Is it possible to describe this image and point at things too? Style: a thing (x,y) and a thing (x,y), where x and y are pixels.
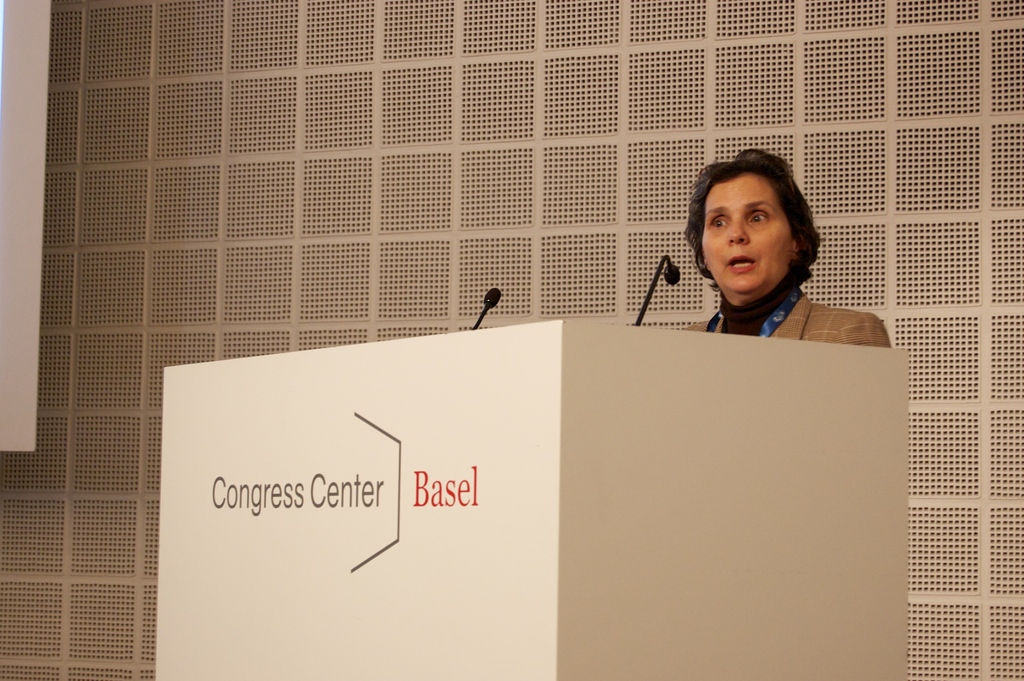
This image is taken indoors. In the background (84,563) there is a wall (941,202). In the middle of the image (491,413) there is a podium (379,502) with two mics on it and there is a text (340,503) on the podium (430,500). There is a woman (700,218) and she is talking.
